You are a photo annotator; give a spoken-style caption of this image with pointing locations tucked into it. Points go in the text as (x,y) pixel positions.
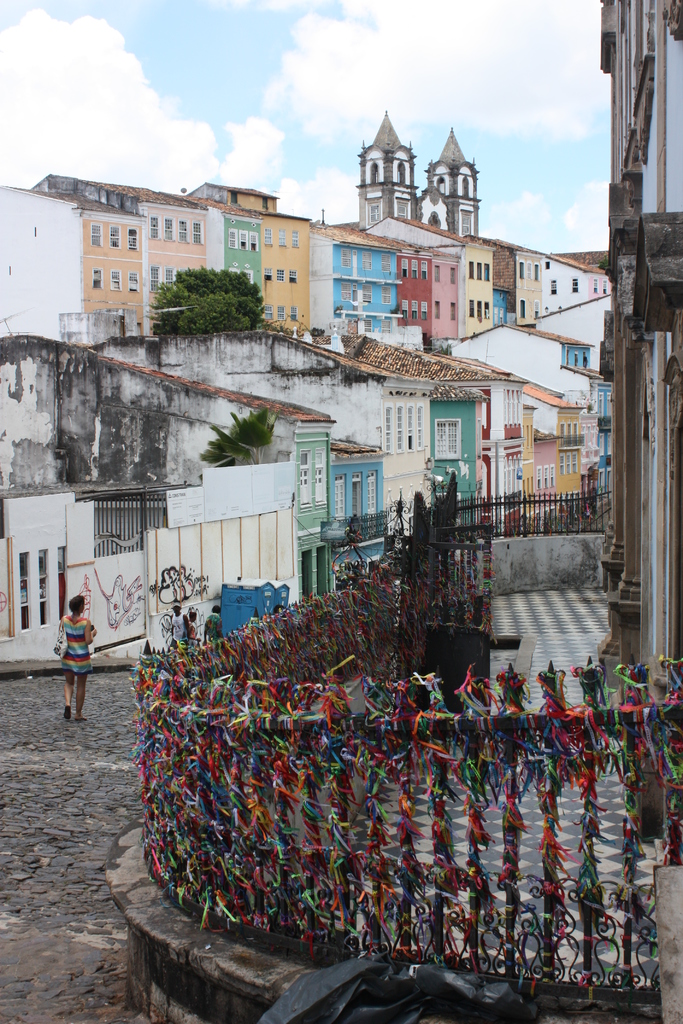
In this image, we can see buildings (642,513), walls (76,454), windows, trees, railings (392,552) and people (77,676). Top of the image (271,122), there is the sky (222,133). On the left side of the image (80,666), there is a person (67,679) walking through the walkway (86,736).
